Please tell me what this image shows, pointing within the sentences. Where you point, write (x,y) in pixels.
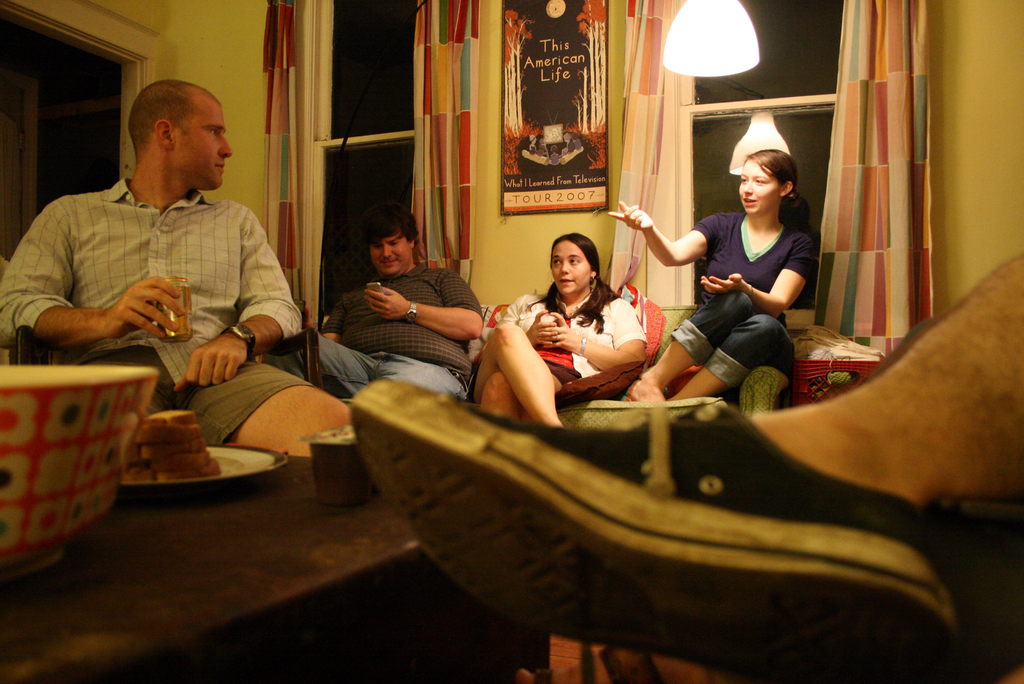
In this image, we can see four people (423,382) are sitting. Few (453,365) are holding some objects (174,341). Here we can see a woman (751,256) is talking. At the bottom (424,544), we can see a table (189,563), few objects (17,509), human leg (884,445) with footwear (746,528). Background (514,248) there is a wall (486,276), glass windows (340,76) with curtains (917,199), poster (552,134). Top of the image (699,44), there is a light (712,51).
